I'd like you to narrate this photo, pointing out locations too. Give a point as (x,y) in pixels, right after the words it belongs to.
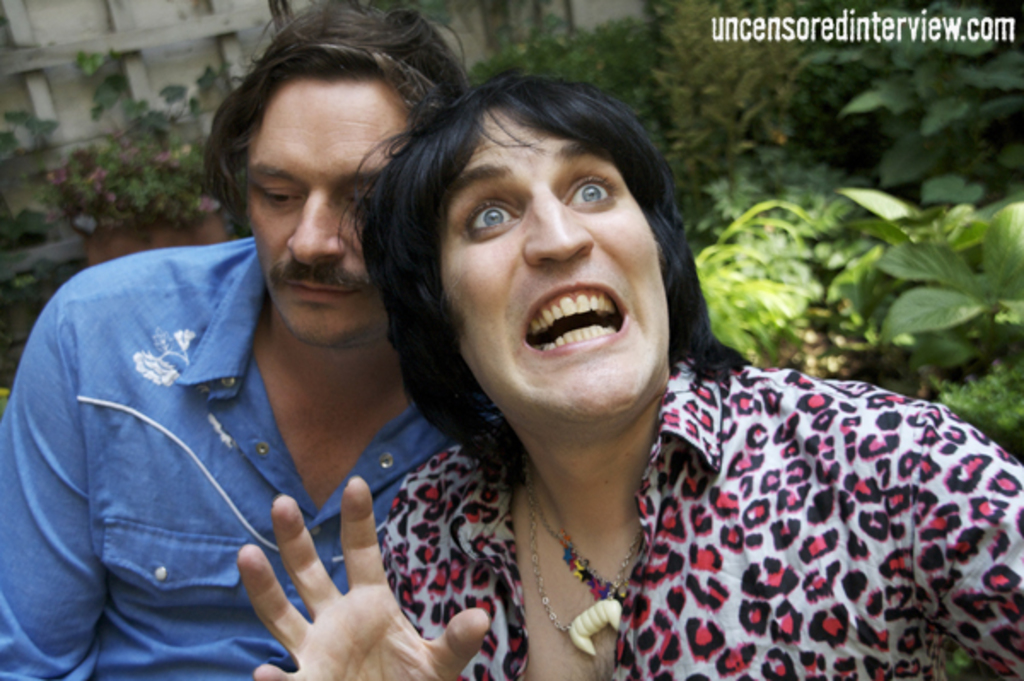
In the foreground of the image (206,529) we can see two persons (572,334). In the background (151,180), we can see some flowers (135,185) to plant (159,208), group of trees (767,72) and wood pieces (221,27) placed on the wall (190,55).
